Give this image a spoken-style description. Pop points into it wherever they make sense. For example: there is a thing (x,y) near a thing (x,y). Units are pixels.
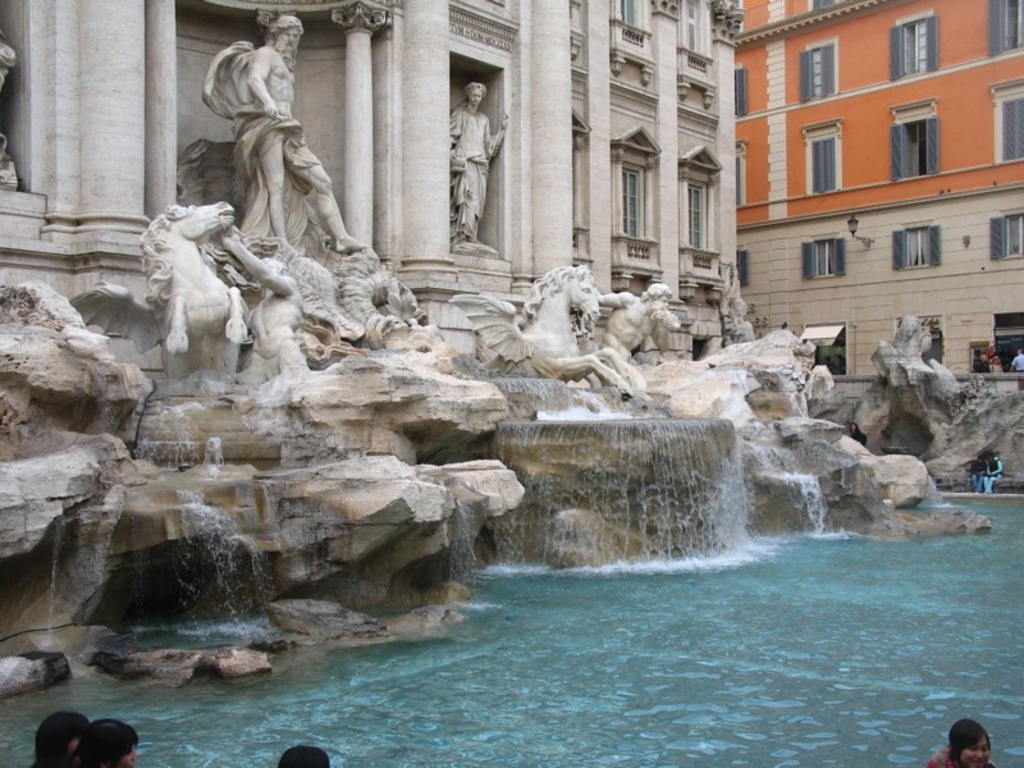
In this image we can see a building (436,164) with statues (277,230). At the bottom of the image (751,653) there is water (297,665). There are people (86,741). To the right side of the image (847,251) there is a building (911,187) with windows (825,180).
